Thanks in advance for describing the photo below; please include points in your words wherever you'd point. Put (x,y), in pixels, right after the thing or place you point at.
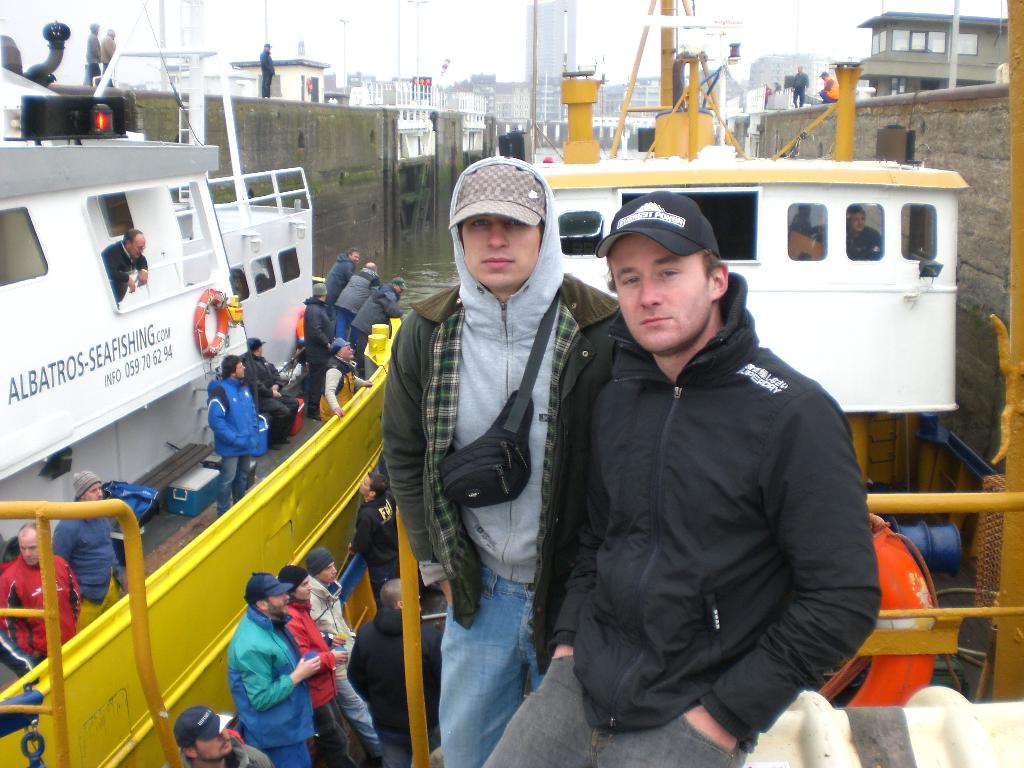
At the top of the image (514,1) we can see the sky (775,5) and the buildings (292,98). At the bottom of the image (234,536) we can see two boats (311,470), people (617,576) and inflatable object (201,333). On the both sides of the image, we can see the walls (397,204).
